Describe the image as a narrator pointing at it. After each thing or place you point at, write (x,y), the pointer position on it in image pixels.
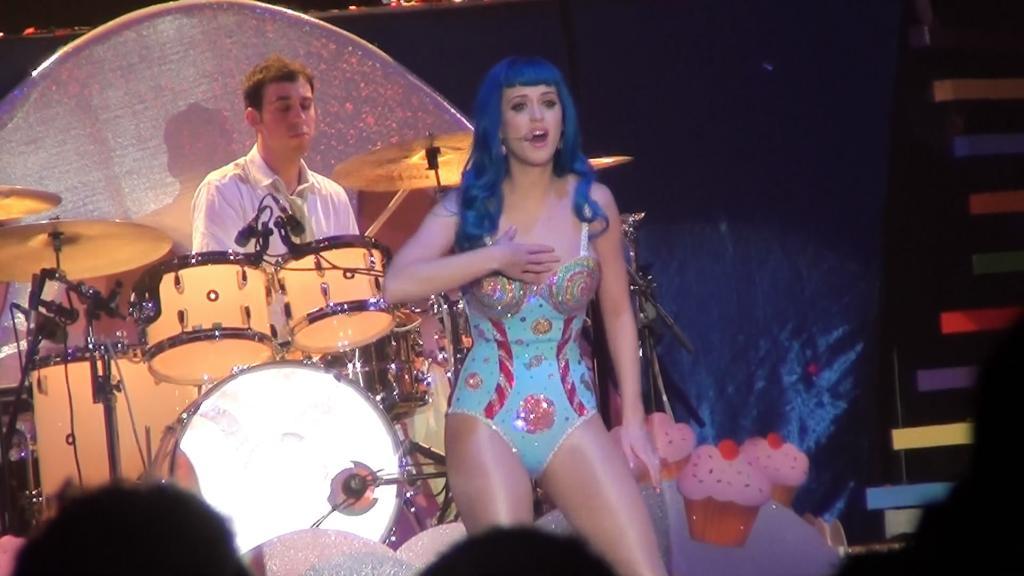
In this picture we can see people (618,500), here we can see mics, musical instruments (407,379) and some objects (705,452) and in the background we can see a curtain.
